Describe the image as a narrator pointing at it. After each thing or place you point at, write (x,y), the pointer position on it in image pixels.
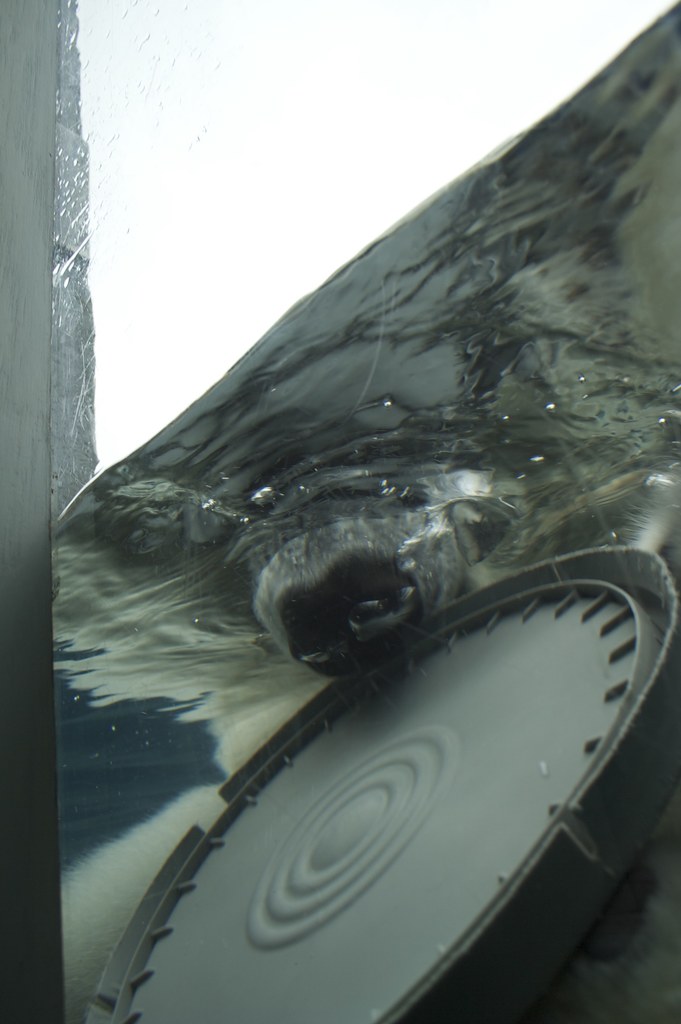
In this image, we can see some water (72,791) with the animal's mouth (439,610) and an object (449,632). We can also see an object (14,603) on the left (25,985).
